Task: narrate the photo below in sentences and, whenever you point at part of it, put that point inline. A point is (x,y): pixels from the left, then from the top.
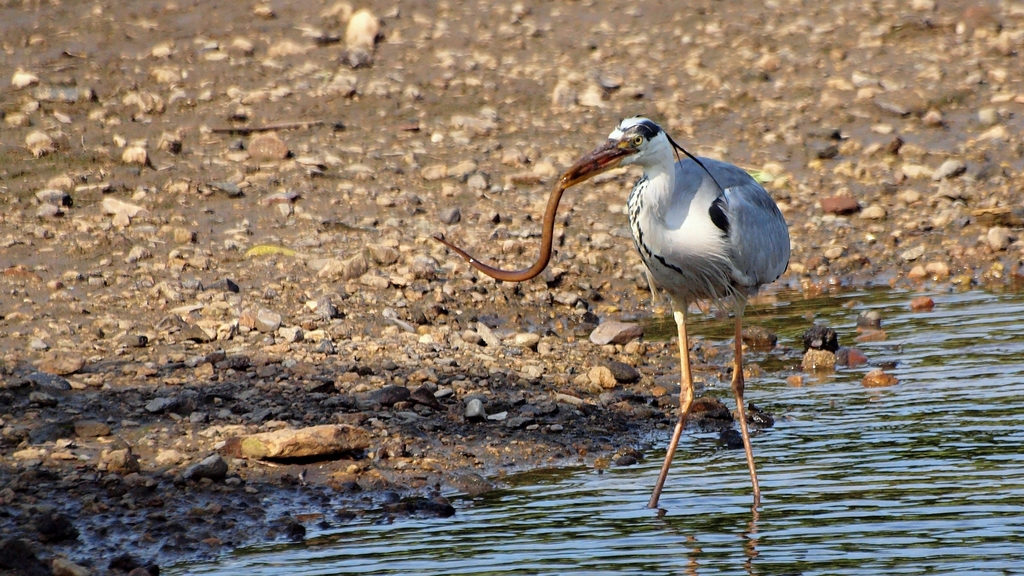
There is water bird (760,222) which is white in color is standing in water (766,379) and there is something (558,201) in its mouth (612,153) and there are few rocks (539,119) beside it.
